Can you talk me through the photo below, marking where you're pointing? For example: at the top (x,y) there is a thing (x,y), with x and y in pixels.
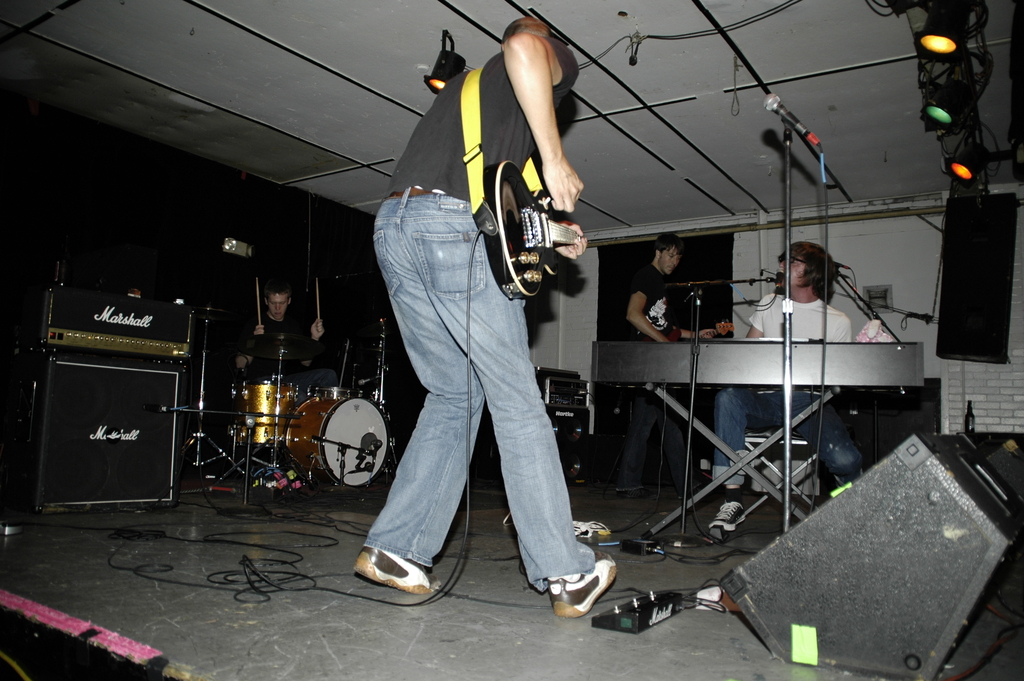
In this image there are few people (451,394) on the stage (440,581) playing musical instruments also there are lights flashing from the top.
